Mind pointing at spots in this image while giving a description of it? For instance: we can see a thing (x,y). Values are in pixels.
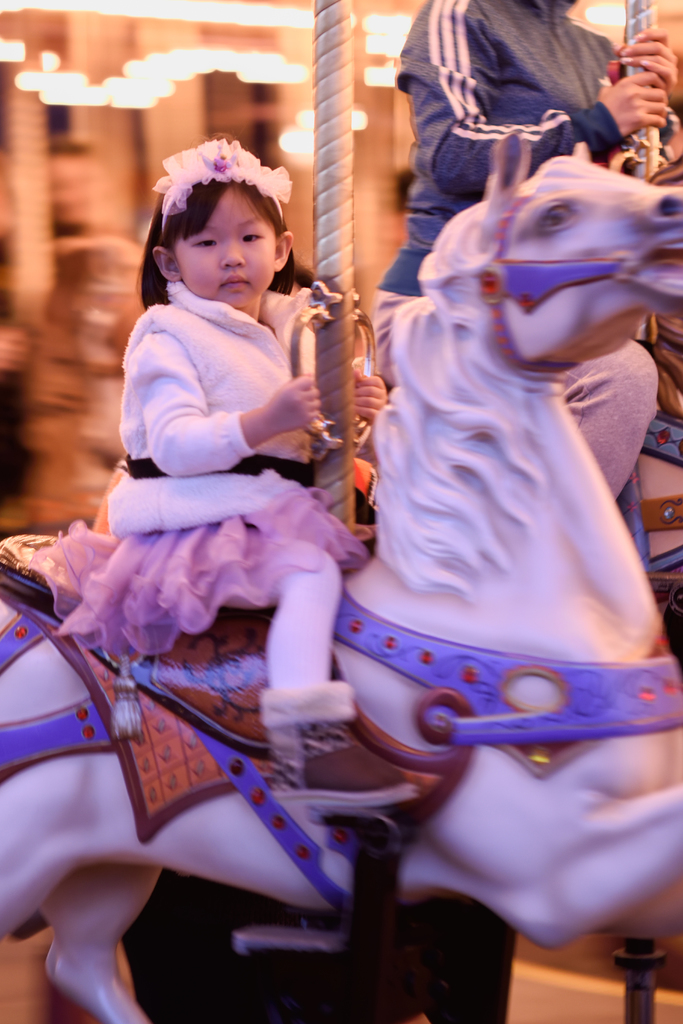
In this image I see a child (190,616) who is sitting on a toy horse (603,177) and in the background (420,249) I see another person (431,242).
